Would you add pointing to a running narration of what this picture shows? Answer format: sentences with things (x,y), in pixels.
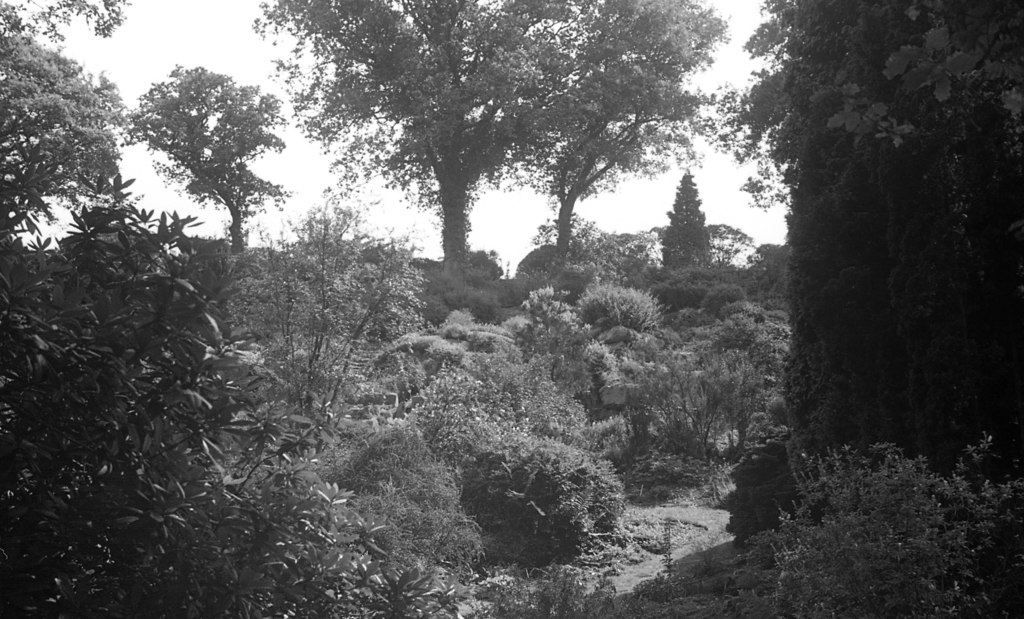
This is a black and white image and it is looking like a forest (215,498). Here I can see many trees (437,27) and plants (485,462). On the top of the image (169,25) I can see the sky (159,25).
